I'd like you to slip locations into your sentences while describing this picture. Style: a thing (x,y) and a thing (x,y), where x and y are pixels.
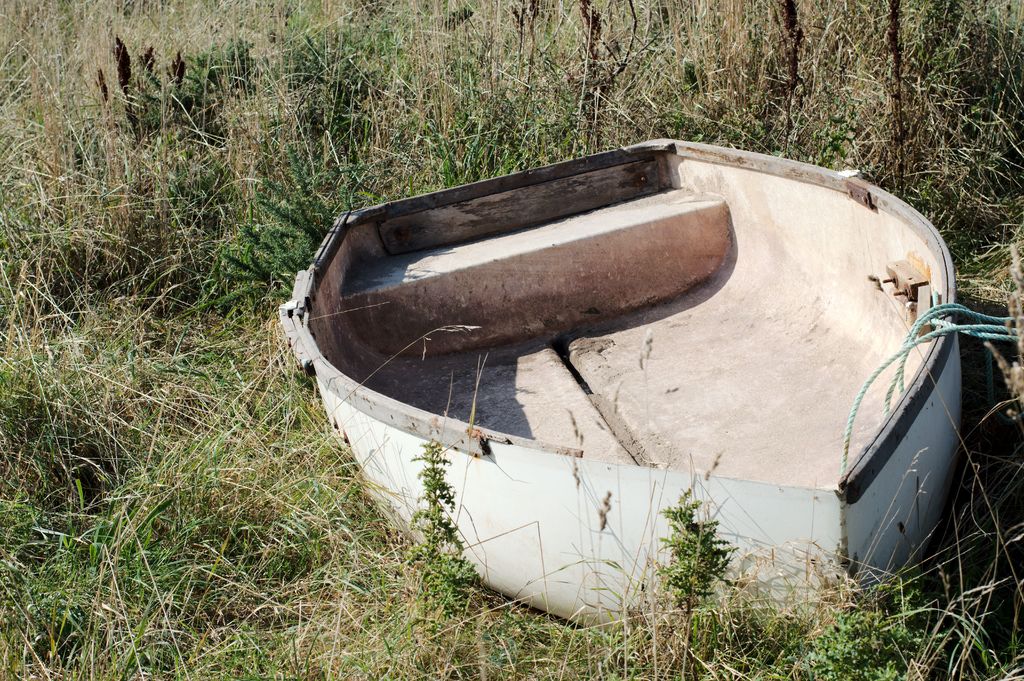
In this image we can see a boat (797,270) tied with a rope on the land (279,447) covered with plants (247,534) and dried grass (194,332).
